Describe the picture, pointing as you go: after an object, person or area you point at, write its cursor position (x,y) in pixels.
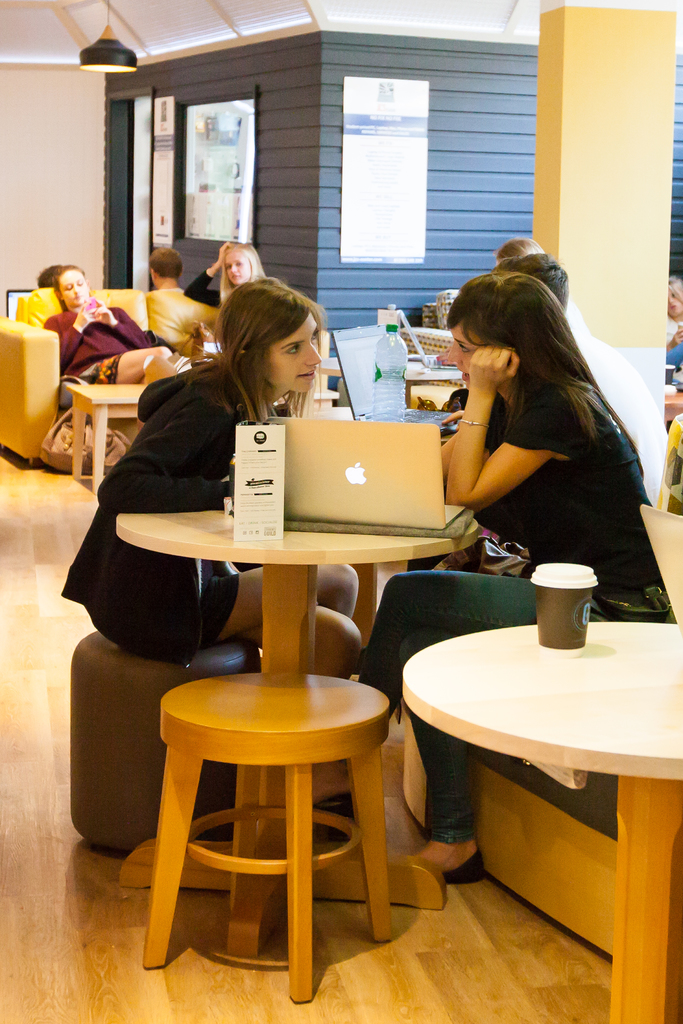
This is a picture taken in a room (73,620), there are a group of people (509,356) sitting on a chair (680,445). There are two women (593,522) sitting on a chair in front of this two women (528,532) there is a table (350,555) on the table (353,549) there is a laptop (333,507) and paper (261,480) and bottle (384,381). Background of this people (283,363) is a pillar (622,160) and a wall (468,129).
